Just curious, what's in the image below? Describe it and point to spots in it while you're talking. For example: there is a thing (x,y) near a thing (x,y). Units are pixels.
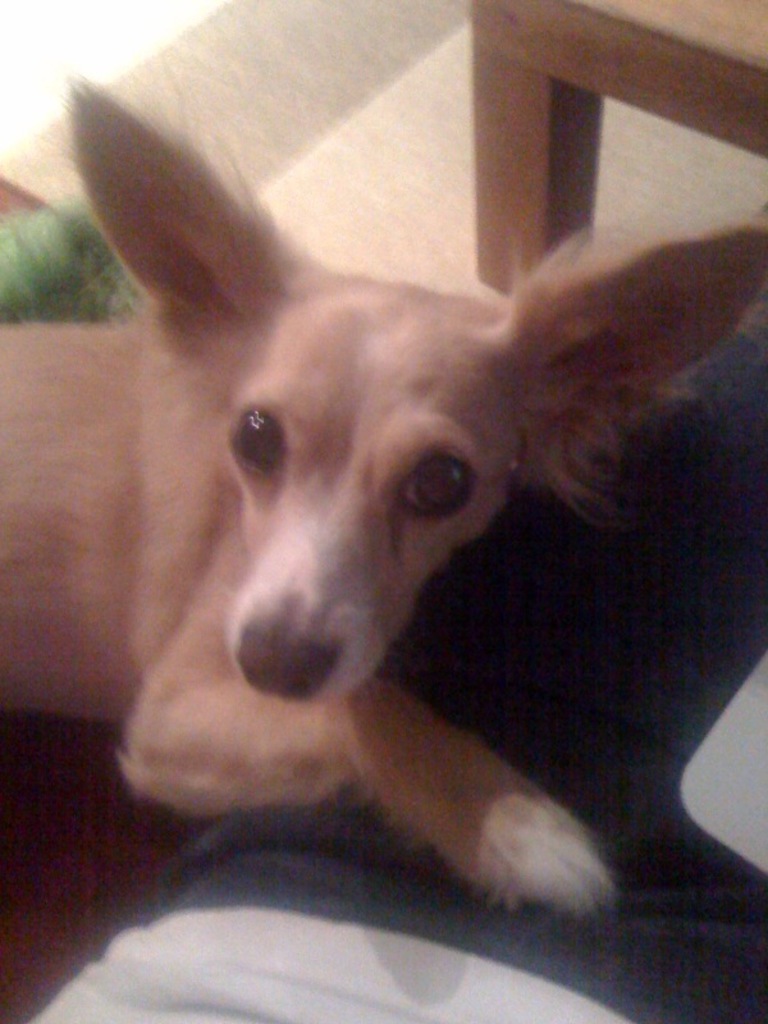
In this image I can see a dog (230,675) is lying on a person (578,621) and looking at the picture. In front of it I can see some clothes (571,934). On the right top of the image (553,66) I can see a table (528,97).
